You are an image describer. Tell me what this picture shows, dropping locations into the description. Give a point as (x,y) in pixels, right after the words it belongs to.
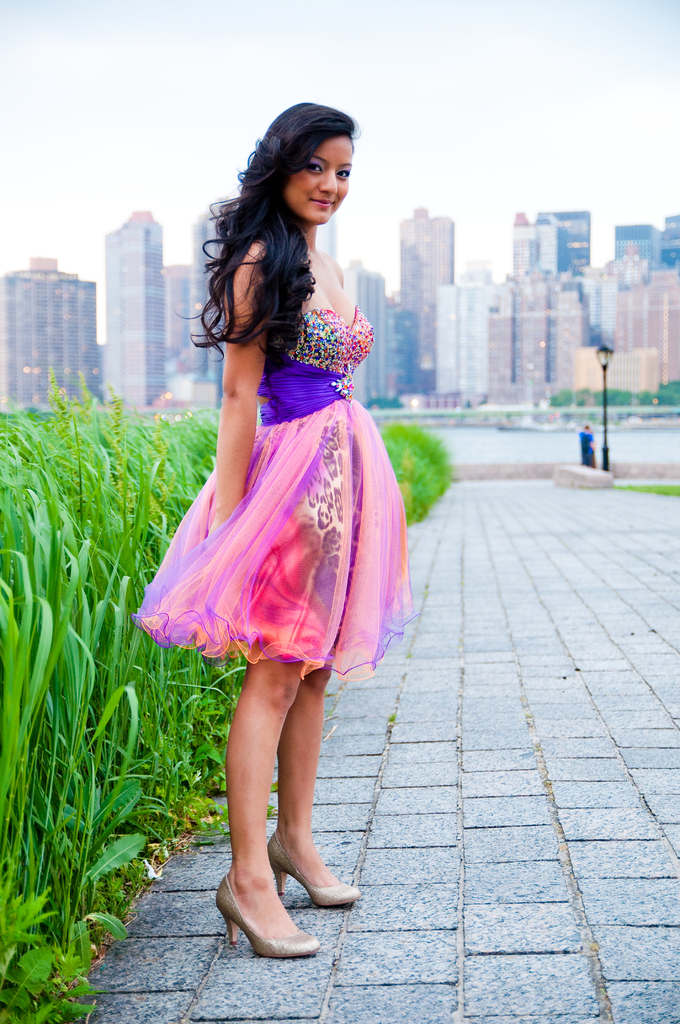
This image is taken outdoors. At the bottom of the image (465,785) there is a floor (555,671). On the left side of the image (135,521) there are a few plants (36,819). In the middle of the image (271,549) a woman (289,398) is standing on the floor (299,913). In the background (118,334) there are many buildings (116,326) and skyscrapers (565,325). At the top of the image (187,131) there is a sky (389,107) with clouds (589,97). On the right side of the image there is a street light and a man (586,466) is standing on the floor (644,504).
